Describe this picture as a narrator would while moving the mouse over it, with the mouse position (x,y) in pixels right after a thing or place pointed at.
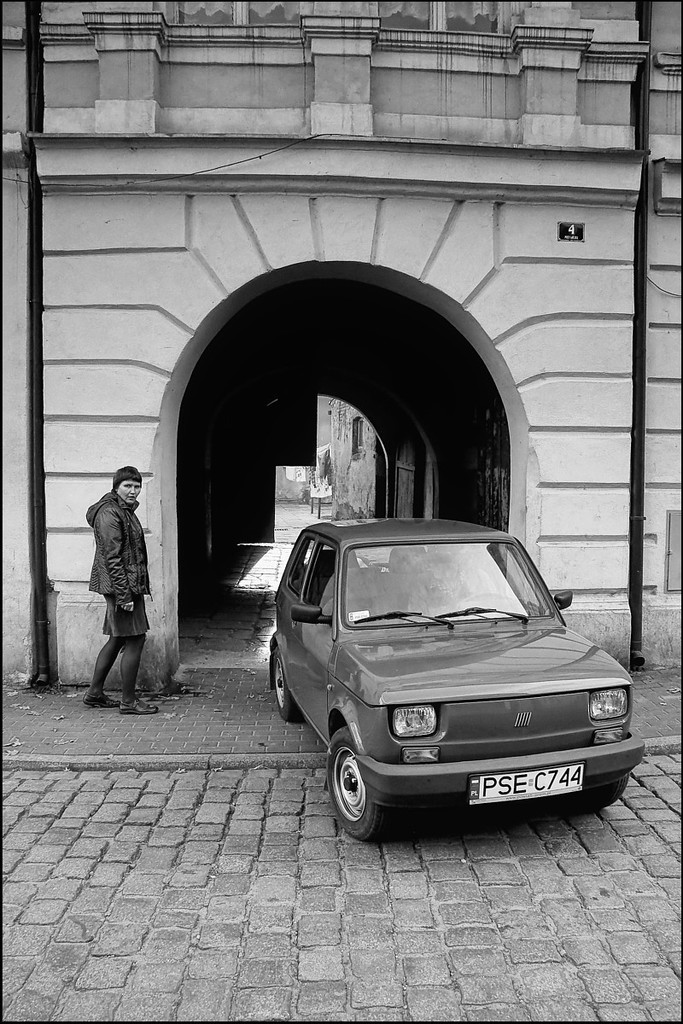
In this image there is the wall (305,115) truncated towards the top of the image (352,121), there is the wall (543,325) truncated towards the right of the image (619,375), there is the wall (89,395) truncated towards the left of the image (25,489), there is a person (118,533) standing, there is a car (376,672), there is the door (406,474), there are objects (318,469), there is a board (574,237) on the wall (537,239), there is a number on the board (580,229).
